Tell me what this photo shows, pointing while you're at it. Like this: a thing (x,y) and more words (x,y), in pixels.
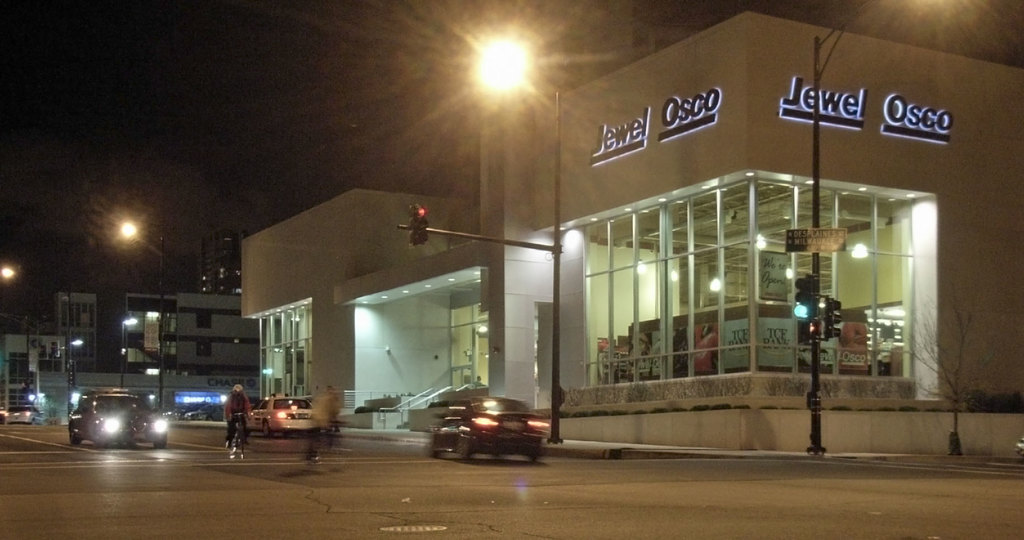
In this picture there is a man (238,390) who is riding a bicycle (240,432), behind him there is a black car (146,432). At the bottom (495,444) there is a car (478,444) which is moving near to the pole (554,247), street light (554,247) and traffic signal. In the center (546,288) i can see the building (548,323). In front of the door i can see the stairs (426,401) and plants (379,405). On the left (17,423) i can see some other vehicles (24,409) on the road (33,426), beside the road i can see many street lights (69,373). At the top left (84,31) i can see the darkness (63,17). Inside the building (837,348) i can see the lights (893,315), tables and other objects (604,356).
